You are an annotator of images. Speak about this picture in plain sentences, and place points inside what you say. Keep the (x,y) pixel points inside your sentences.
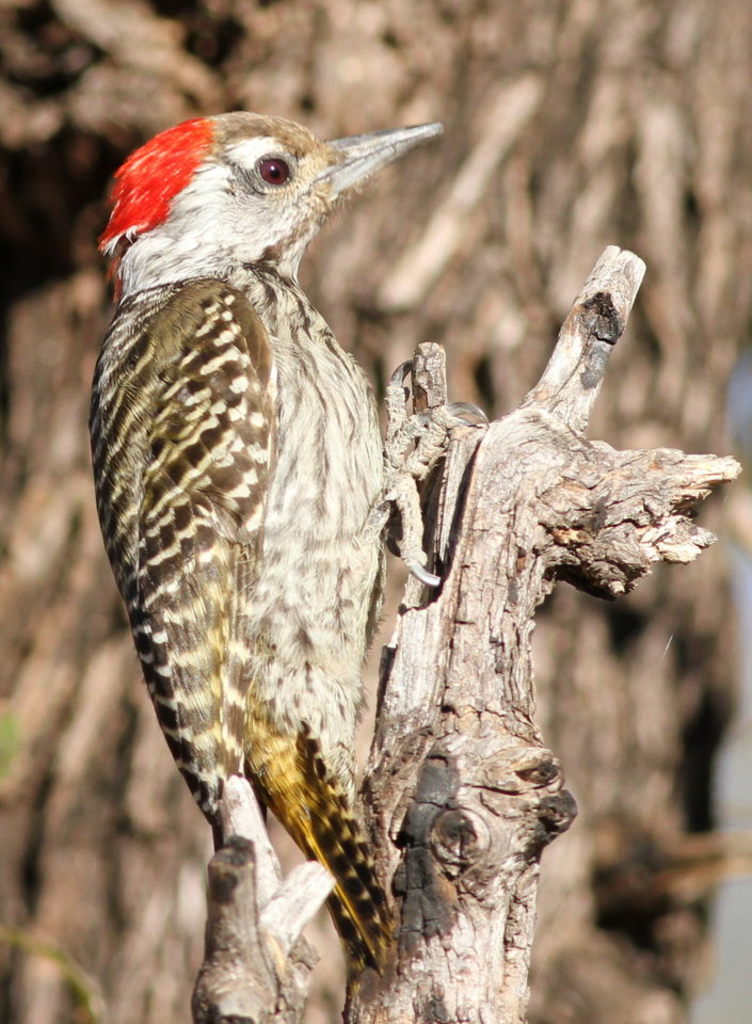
In this picture we can see red headed woodpecker (276,289) standing on this wood (418,752). In the background (524,204) we can see tree (515,194).
